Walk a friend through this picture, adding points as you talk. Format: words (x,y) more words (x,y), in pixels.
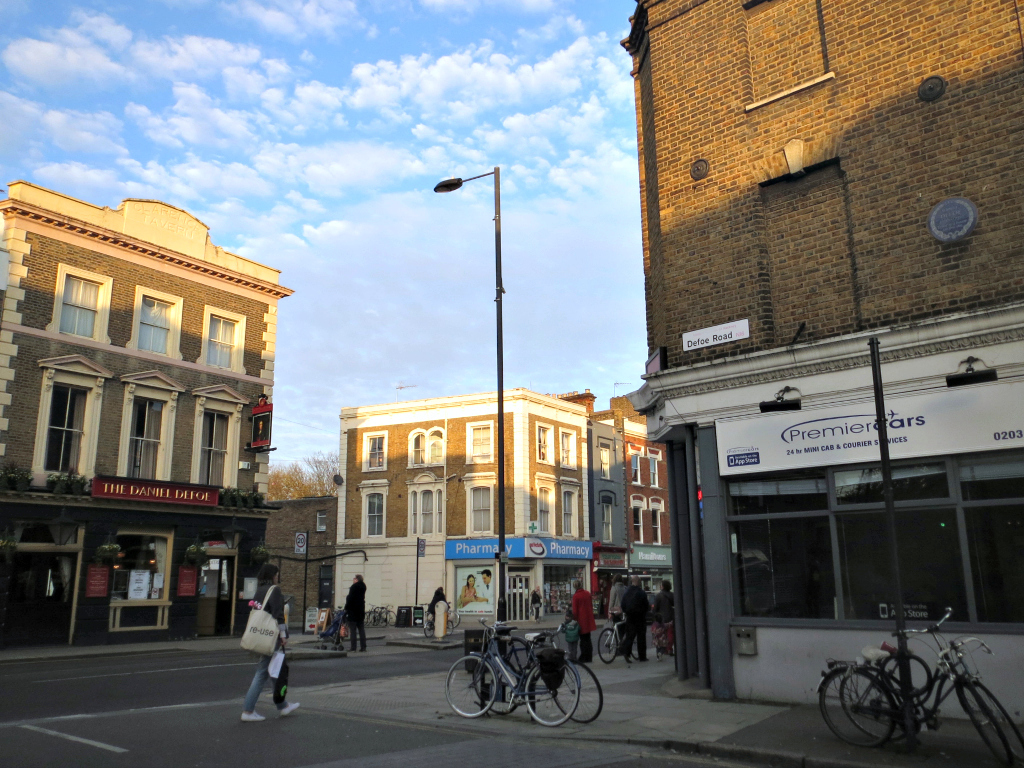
In this picture we can see a person (258,685) is walking on the road (267,717) and some people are standing. On the right side of the people (286,652) there are bicycles (554,665) and poles (896,531). On the left side of the people (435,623) there are buildings (383,519) and boards (518,551). Behind the buildings (376,495) there are trees (291,484) and the sky (378,191).
